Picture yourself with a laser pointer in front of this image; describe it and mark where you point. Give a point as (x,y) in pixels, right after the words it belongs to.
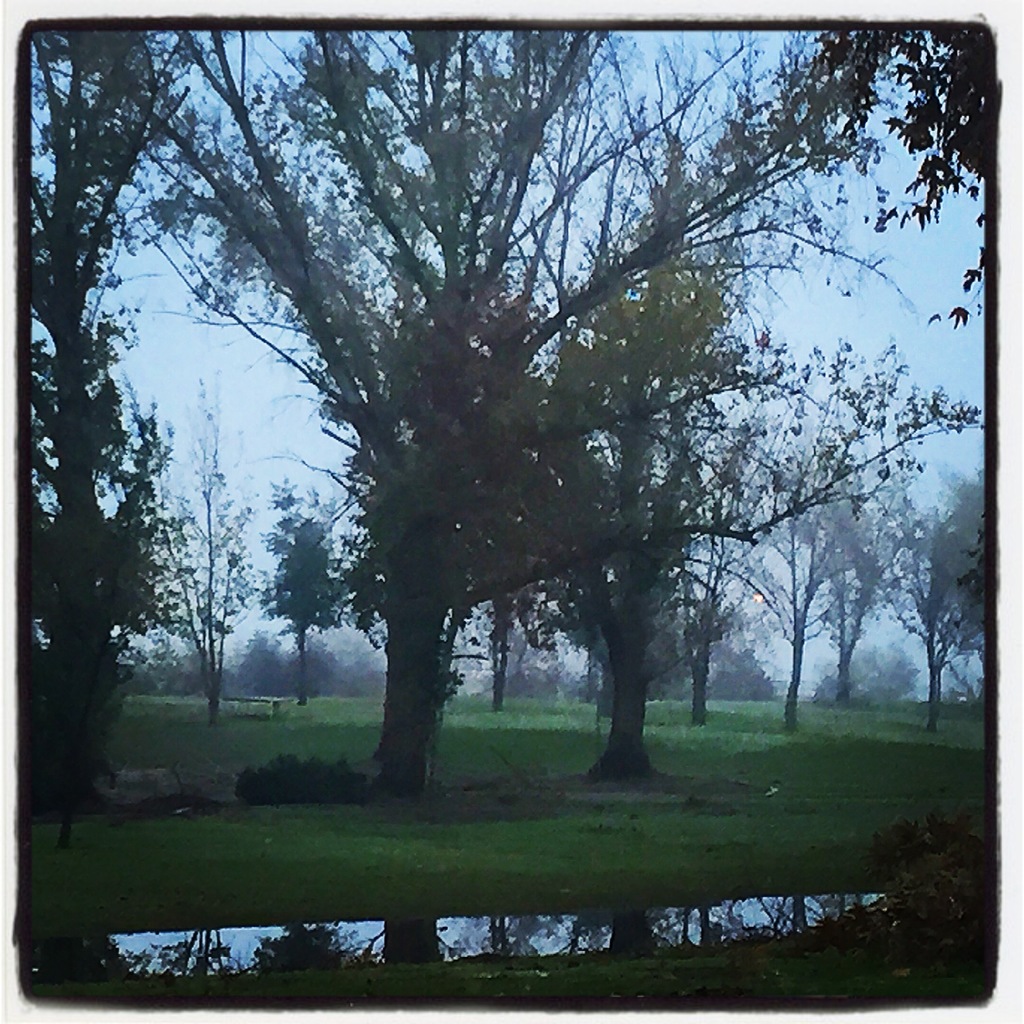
In this image in the middle (564,593), there are trees (661,497). At the bottom (592,832), there are plants (907,878), grass (674,877), water (605,937). At the top (914,296) there is sky (914,296).
